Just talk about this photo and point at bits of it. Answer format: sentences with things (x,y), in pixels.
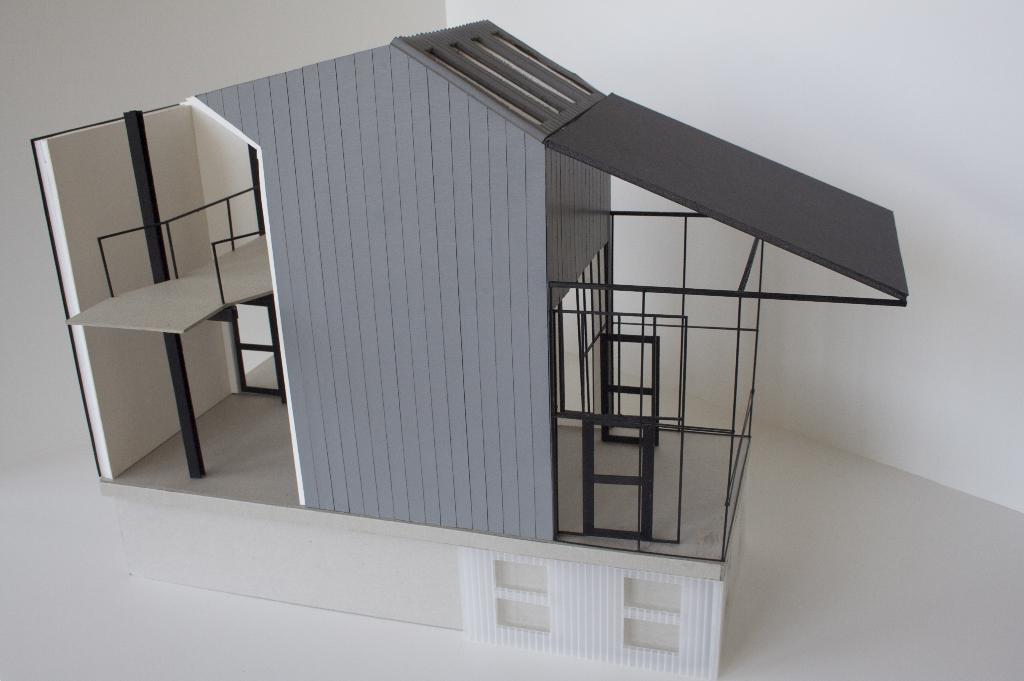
In the middle of this image (466,261), we can see there is a model building (549,152) having a roof (786,247) and doors (647,536). And the background of this image (951,121) is white in color.
